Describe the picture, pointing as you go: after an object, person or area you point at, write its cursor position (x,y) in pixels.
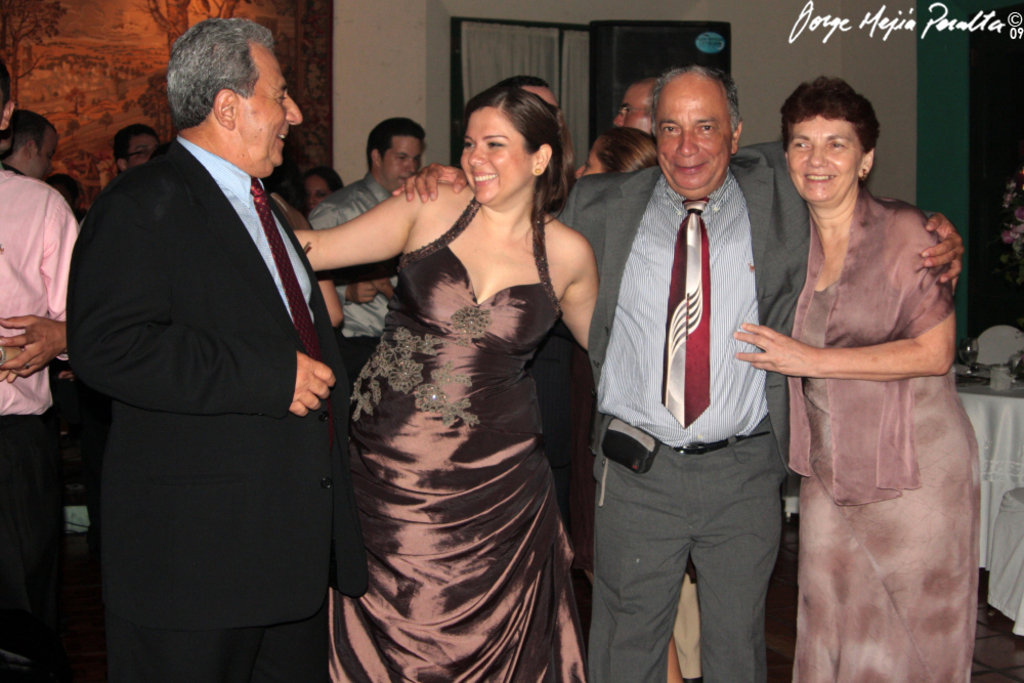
In this image in the front (462,300) there are persons (653,385) standing and smiling. On the right side (992,435) there are tables (1002,424), on the table (1000,408) there are glasses (963,354) and there is an object (985,348) which is white in colour, there are flowers (1020,212). In the background (614,143) there are persons (614,143), there is a door (614,67), there is a curtain (482,66) and there is a frame (309,50) on the wall (347,46). At the top right of the image (853,27) there is some text (906,27) which is visible.
